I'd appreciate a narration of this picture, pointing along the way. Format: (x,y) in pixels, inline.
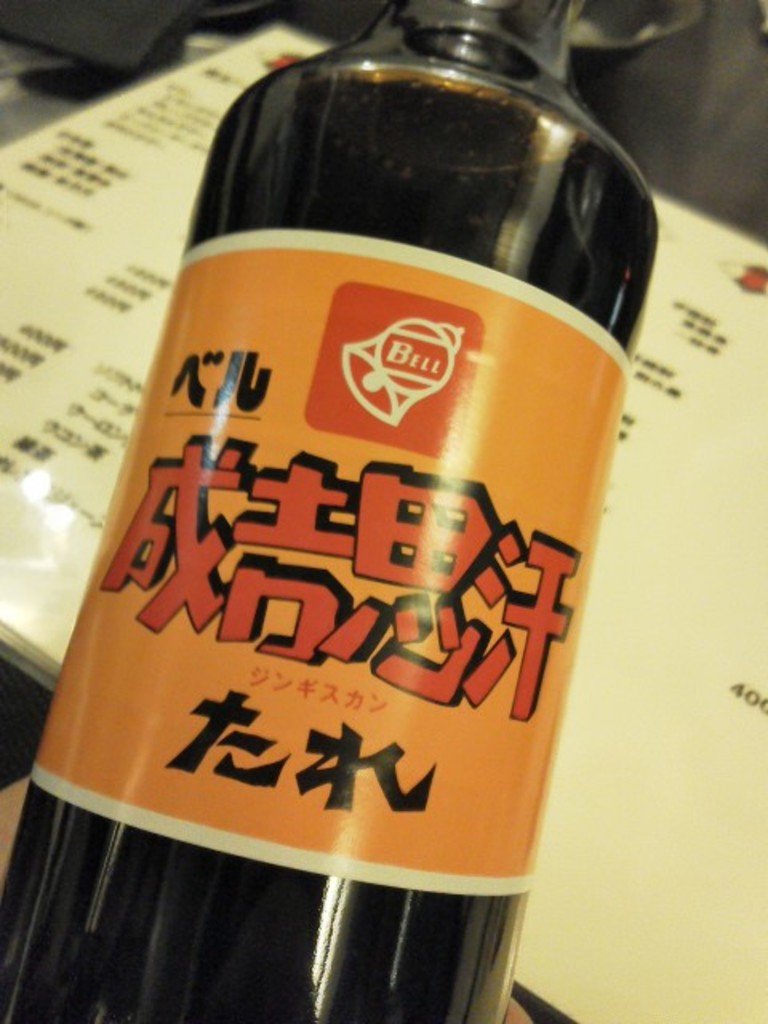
In the image we can see there is a black bottle (321,610) on which its written in japanese with an orange label (528,472) and there is a logo (430,381) of bell (399,381) on it it's written "Bell" and below it there is a menu card (89,210).
